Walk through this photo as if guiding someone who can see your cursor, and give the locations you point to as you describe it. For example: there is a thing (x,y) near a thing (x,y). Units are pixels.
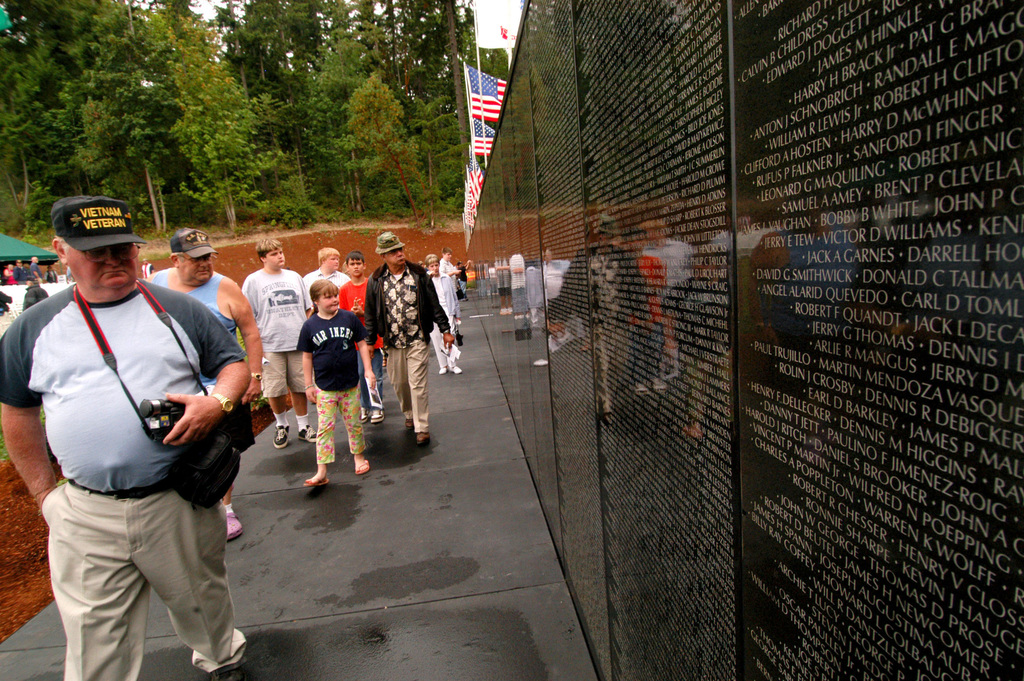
This image consists of many people (188,425) walking on the road (261,570). In the front (110,502), the man (76,564) is holding a camera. On the right (953,254), we can see black stones (606,353) on the wall (808,263). On which there is text (686,272). At the top (489,155), there are flags (484,80). In the background (301,161), there are many trees (332,181).
